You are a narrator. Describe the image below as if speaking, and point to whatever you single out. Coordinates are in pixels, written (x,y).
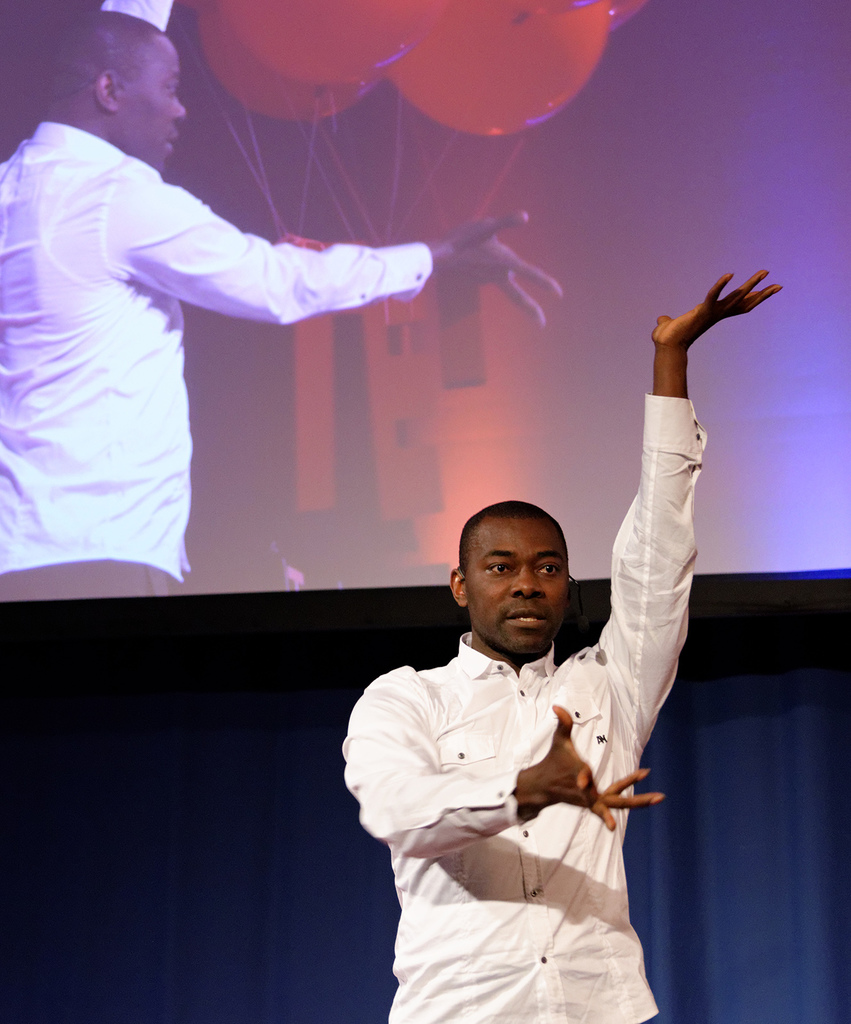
In this image in the foreground (624,671) there is one person (508,677) standing, and in the background (413,564) there is a screen (790,71). In the screen (222,176) i can see one person (92,505) and some balloons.
